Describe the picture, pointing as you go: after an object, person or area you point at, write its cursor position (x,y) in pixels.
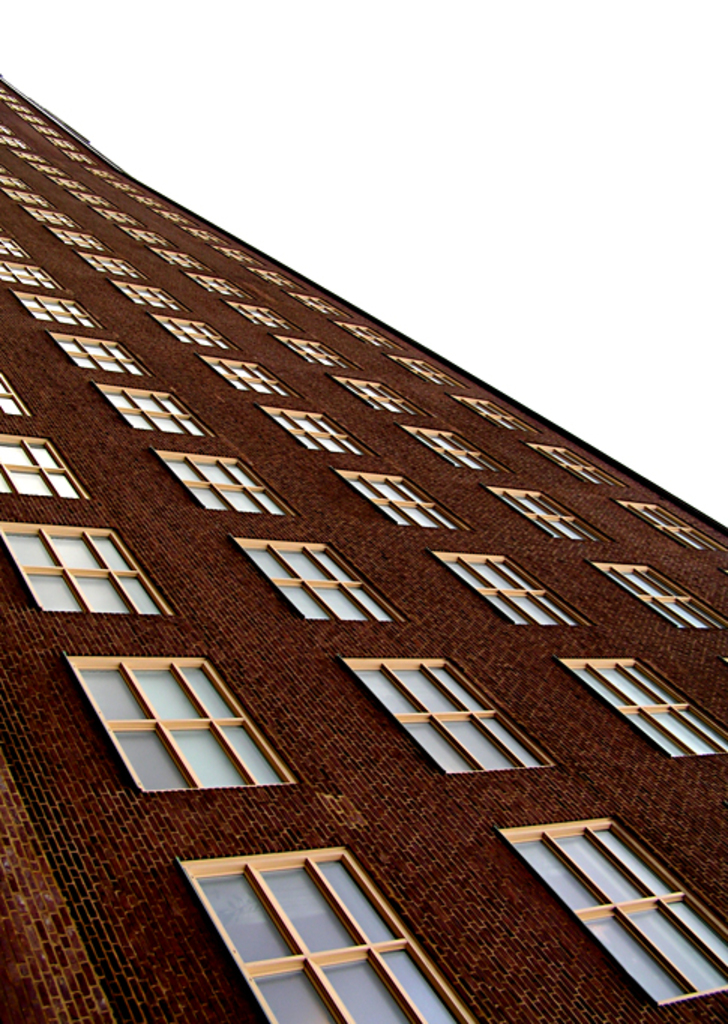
In this picture, we see a building (294,684) in brown color. It is made up of bricks (344,752). It has glass windows (336,605). At the top of the picture (454,188), we see the sky (412,220).
